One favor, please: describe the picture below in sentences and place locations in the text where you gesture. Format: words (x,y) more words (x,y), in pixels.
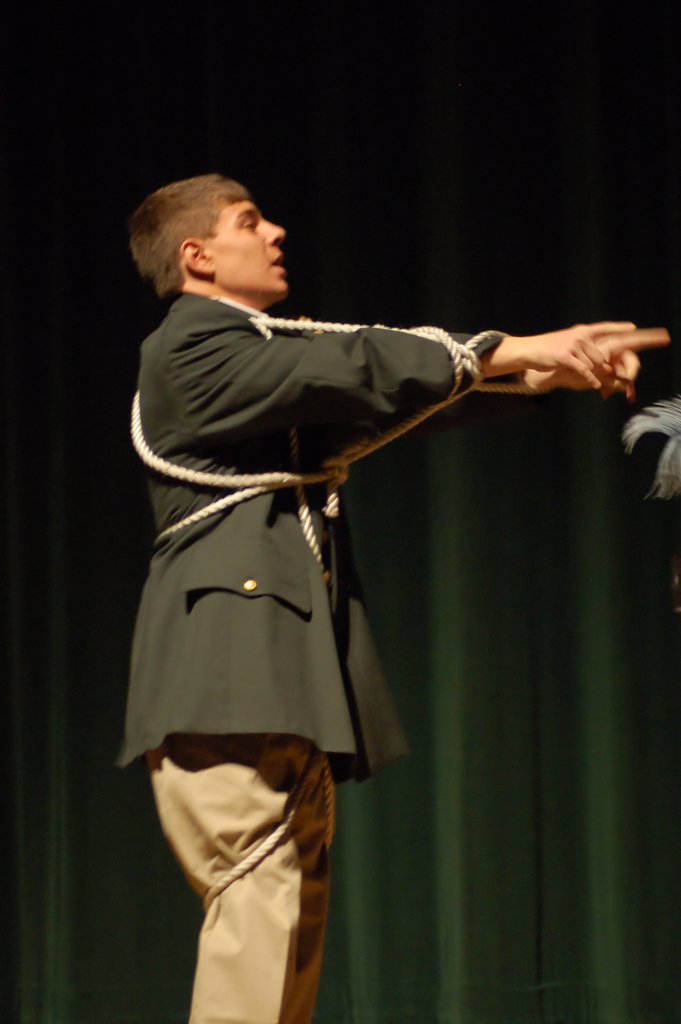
In the foreground (253,227) I can see a person (309,705) is standing on the stage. In the background (474,857) I can see a curtain (411,23). This image is taken may be on the stage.
